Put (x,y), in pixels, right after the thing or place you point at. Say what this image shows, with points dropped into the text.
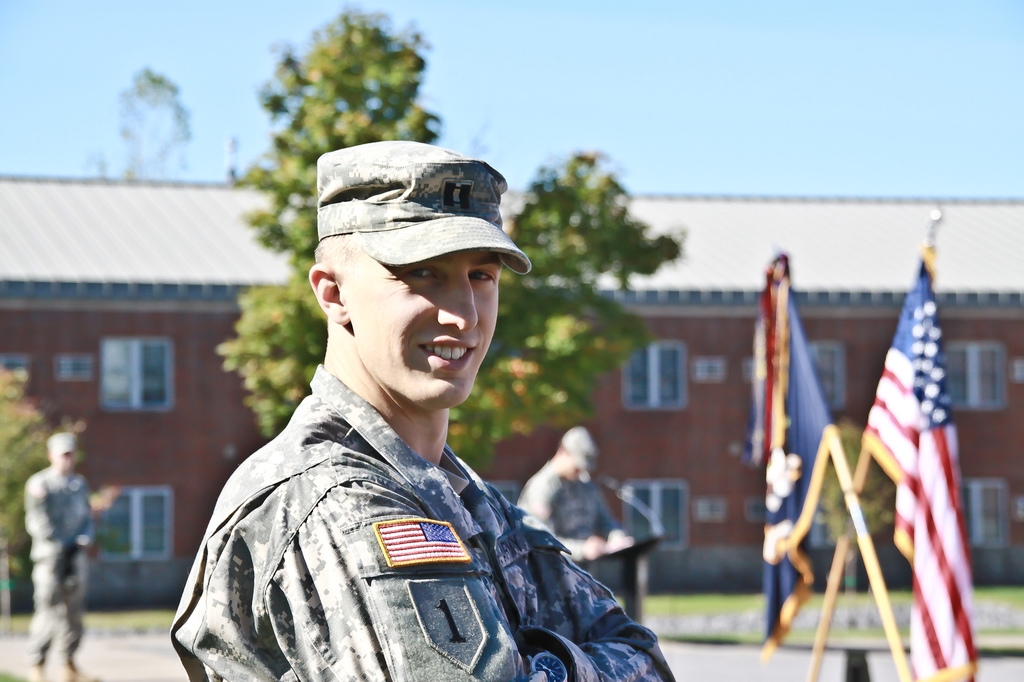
In this image there is a man (357,487) standing wearing army dress (416,483) and a cap (364,232), in the background (793,453) there are flags (822,449), two persons (68,505), trees (528,374) and building (1000,218) and a sky (220,114) and it is blurred.
